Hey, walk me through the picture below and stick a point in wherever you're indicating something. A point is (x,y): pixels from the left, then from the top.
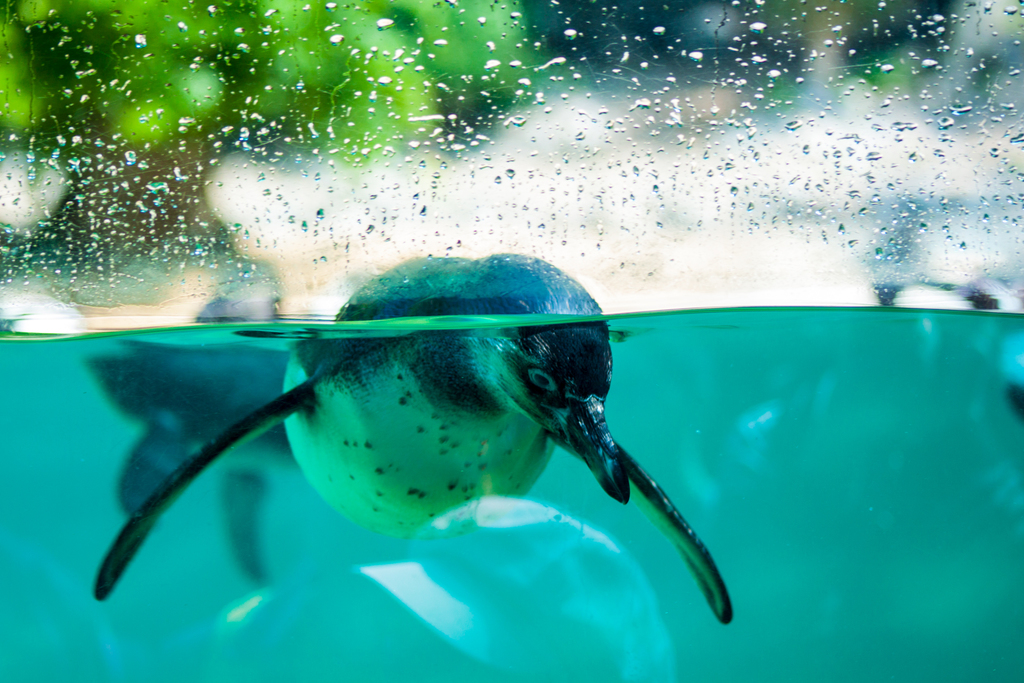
In this picture there is a Penguin (528,413) in water (684,583).
